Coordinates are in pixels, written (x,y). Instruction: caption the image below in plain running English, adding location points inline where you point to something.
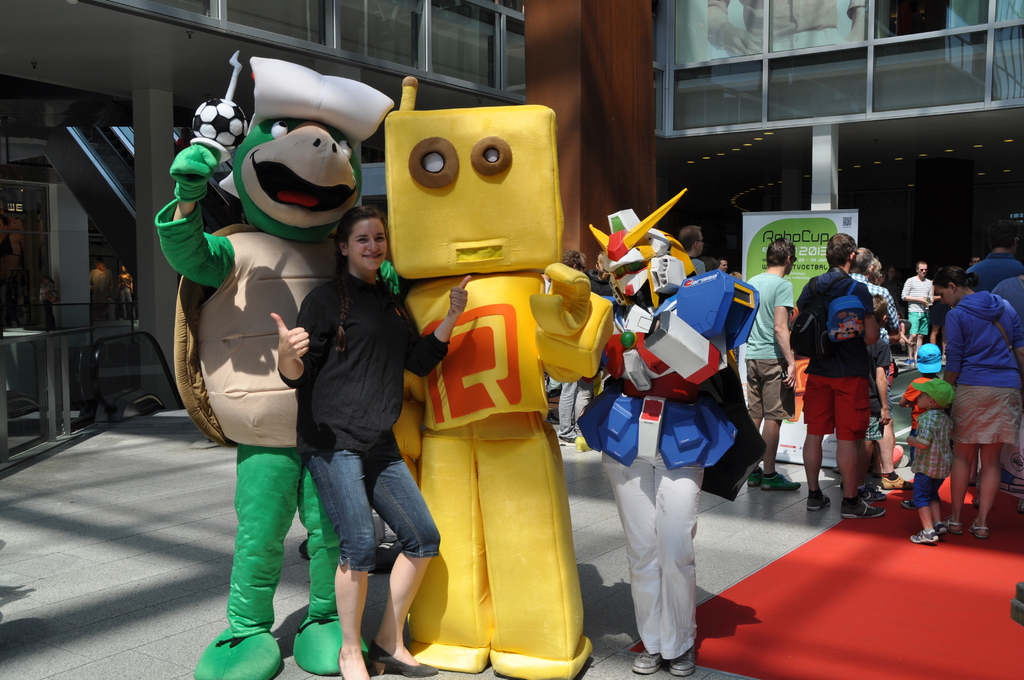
In this image we can see three persons (495,270) with toy costumes (624,280). In the background (753,420) we can see the people (835,353). Some are standing on the path (775,554) and some are on the red carpet (930,552). We can also see the glass windows (828,102) and pillars (954,167) and also the roof (931,143). We can also see the poster (820,225) with text (799,255).
